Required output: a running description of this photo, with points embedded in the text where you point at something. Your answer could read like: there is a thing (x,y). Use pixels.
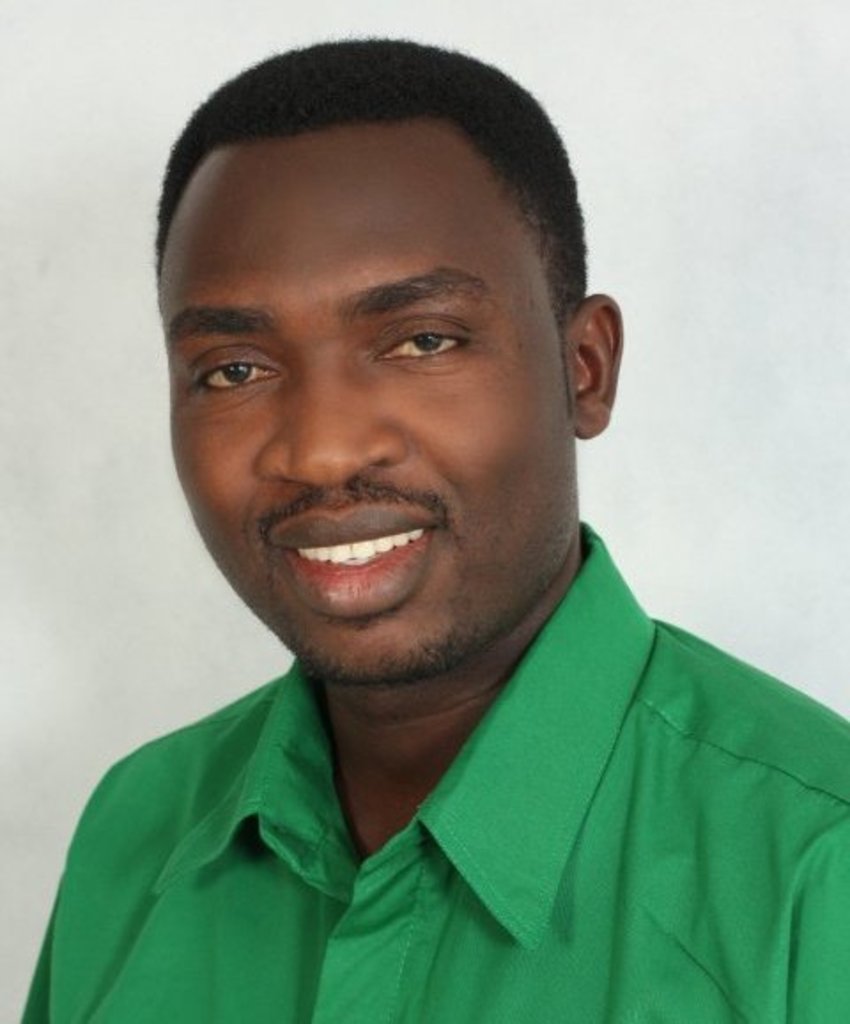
There is a man (542,775) wore green color shirt (506,810) and smiling.
